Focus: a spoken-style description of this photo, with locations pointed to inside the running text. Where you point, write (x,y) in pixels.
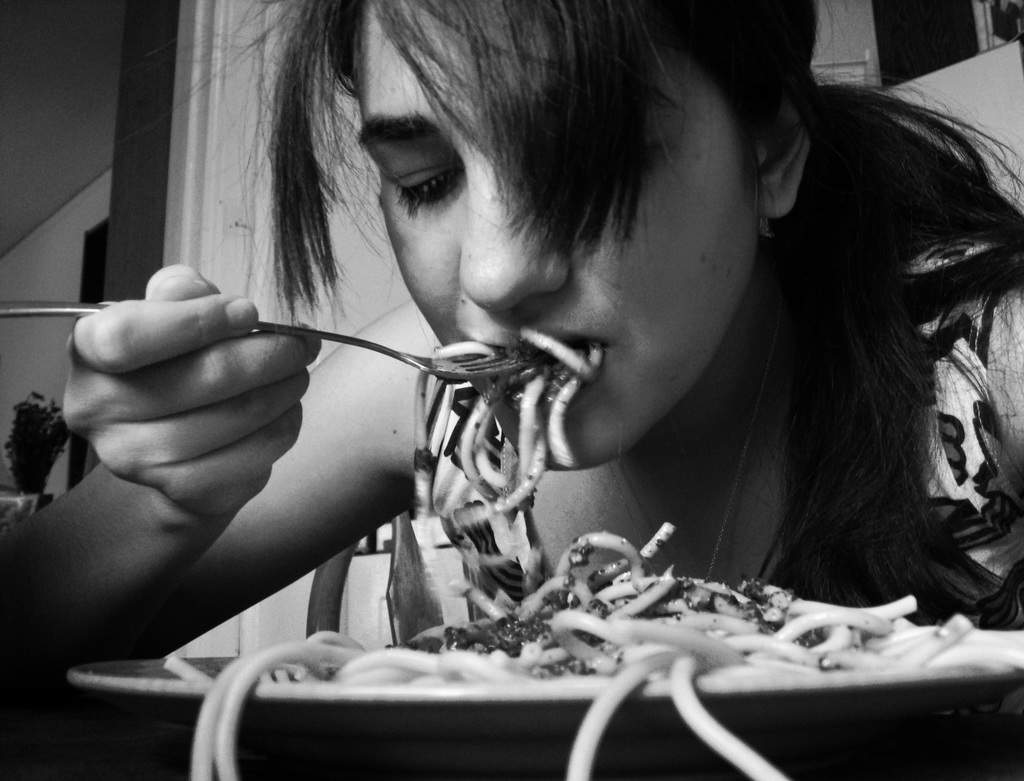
In this picture we can see one woman (742,373) is sitting and she is holding a fork (405,361) and eating some eatable item (509,609) and left side (33,480) we can see a potted plant (30,447).
